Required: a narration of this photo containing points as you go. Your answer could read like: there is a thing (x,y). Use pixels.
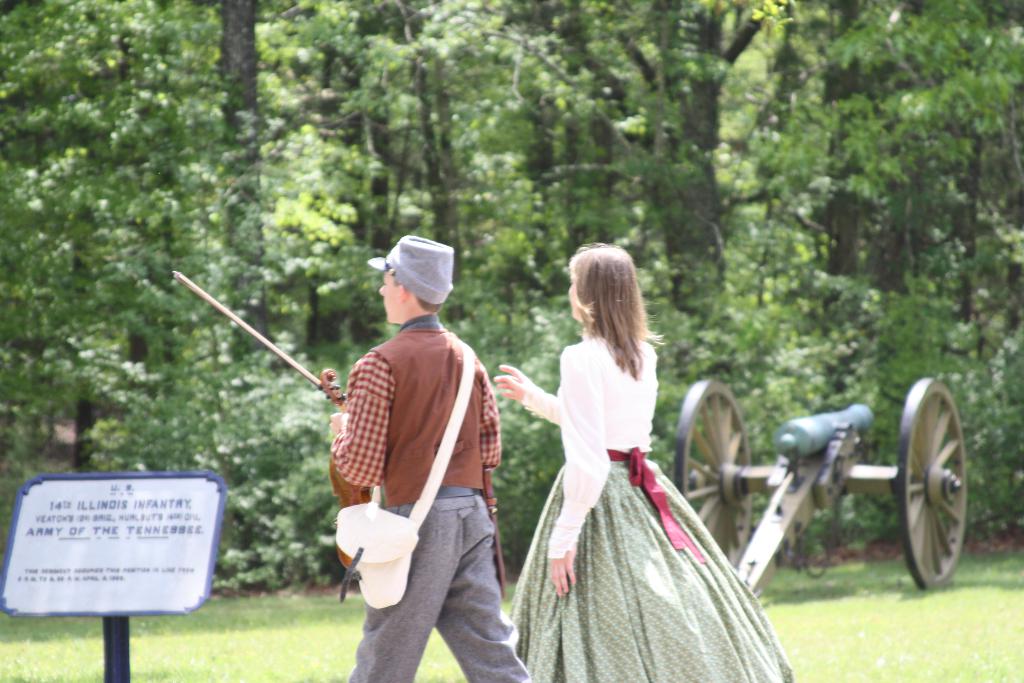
There is a white color sign board (119,511) attached to the pole (120,654). Beside this, there is a boy (404,350) who is holding a stick (204,296) with hand (341,429) and a girl (596,375) who is in white color t-shirt (603,389), walking on the grass (873,666) on the ground (792,625). In the background (730,504), there is a cannon (910,511) on the grass (879,579) on the ground (860,584), there are plants (868,309) and trees (721,111).
